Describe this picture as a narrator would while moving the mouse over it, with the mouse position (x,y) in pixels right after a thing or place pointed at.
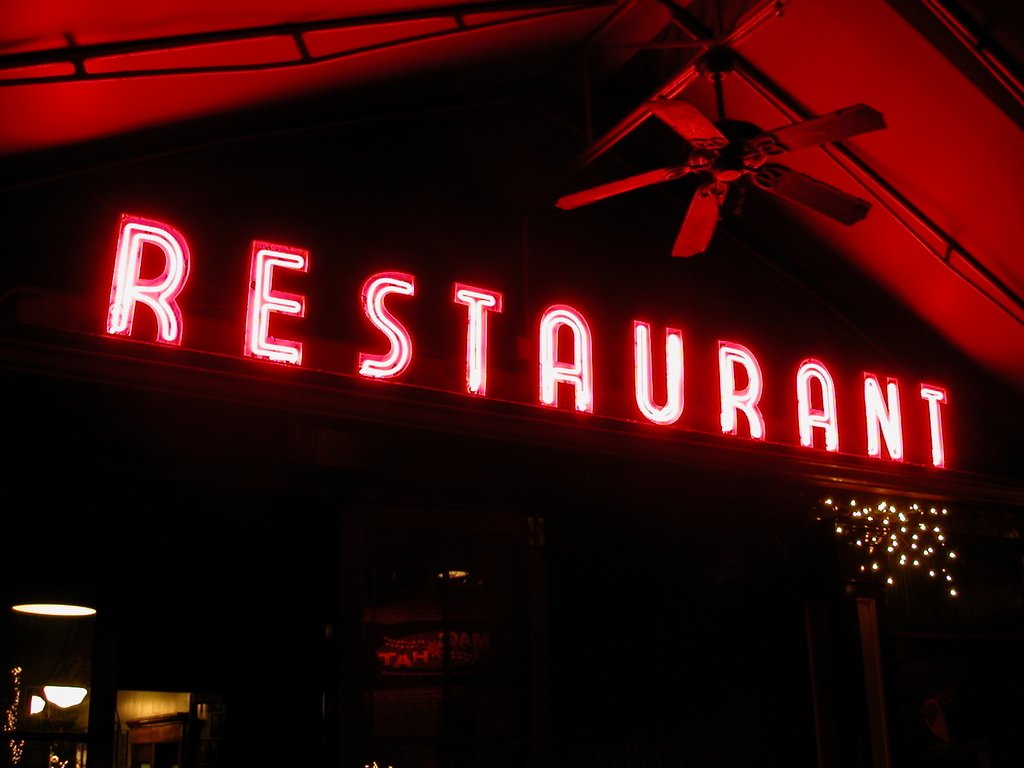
In this image we can see a store (347,561), name board (154,272) and a ceiling fan (731,153).
